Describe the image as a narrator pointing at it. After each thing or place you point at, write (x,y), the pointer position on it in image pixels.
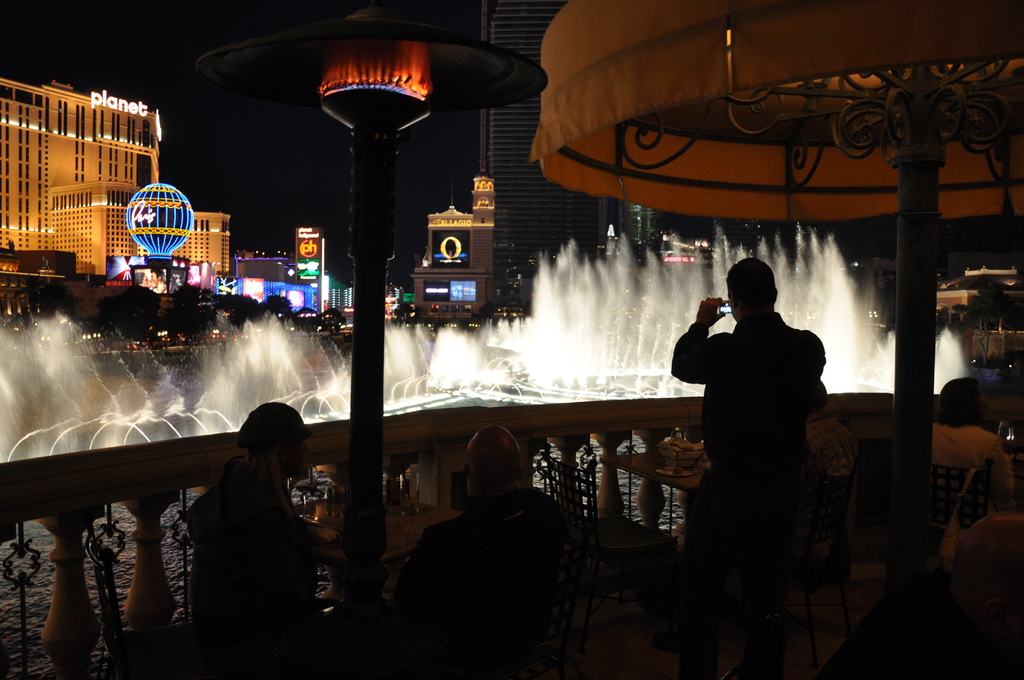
In this picture there is a man (750,454) who is wearing jacket (751,426) and trouser (779,505). He is holding a camera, beside that I can see the concrete fencing (645,487) and tables (656,465). At the bottom (255,550) there are two persons (280,551) were sitting on the chair (488,679). At the back (594,290) I can see the fountain (47,392) and water (644,368). In the background (600,252) I can see many buildings (3,251) and skyscrapers (214,245). On the left (281,282) I can see the lights (131,271) and light beam (344,109). At the top left corner (339,131) I can see the darkness (129,18).
